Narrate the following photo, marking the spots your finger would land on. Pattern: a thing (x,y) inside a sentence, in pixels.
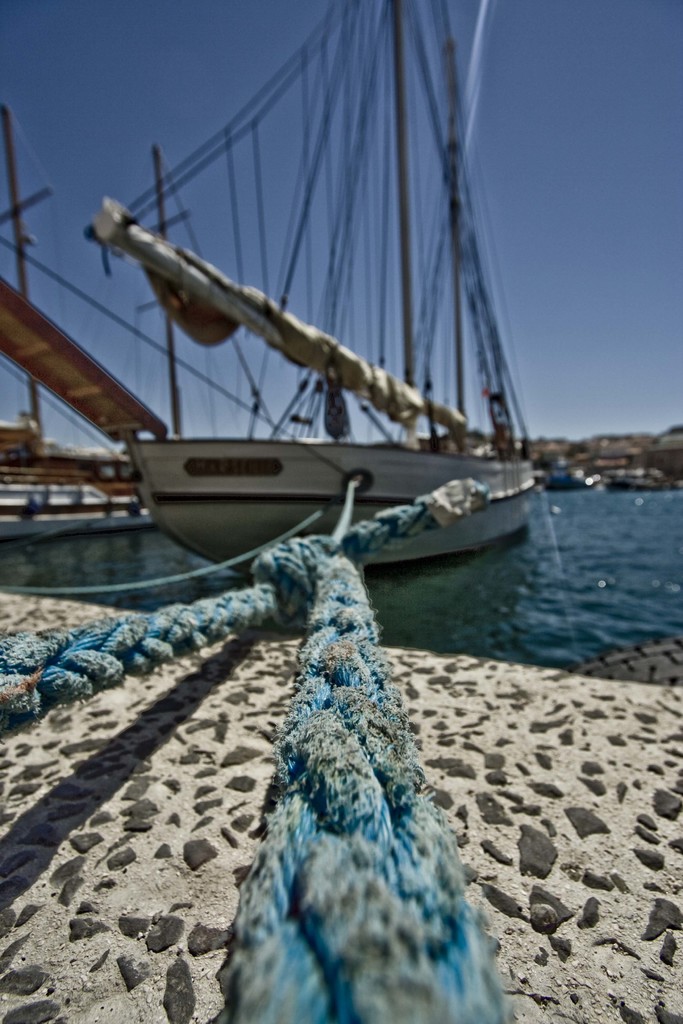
In the image there are two ropes (323,552) tied to a ship (327,476) on the water surface (519,553) and under the ropes (343,697) there is a concrete surface (76,872), there are a lot of threads (104,308) tied to the pole (405,197) on the ship (173,301).
